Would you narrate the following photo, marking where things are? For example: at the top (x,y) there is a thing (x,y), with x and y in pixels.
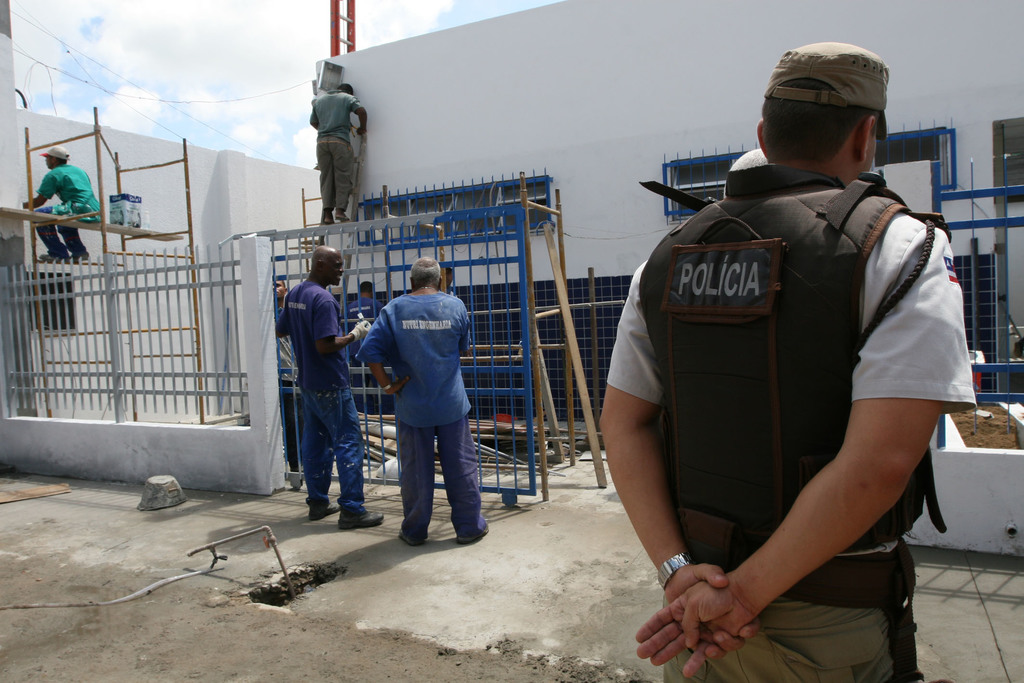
In this image we can see people (455,445) standing on the floor (485,502) and on the grills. In the background (161,135) there are buildings (385,150) and sky (248,31) with clouds (157,72).
